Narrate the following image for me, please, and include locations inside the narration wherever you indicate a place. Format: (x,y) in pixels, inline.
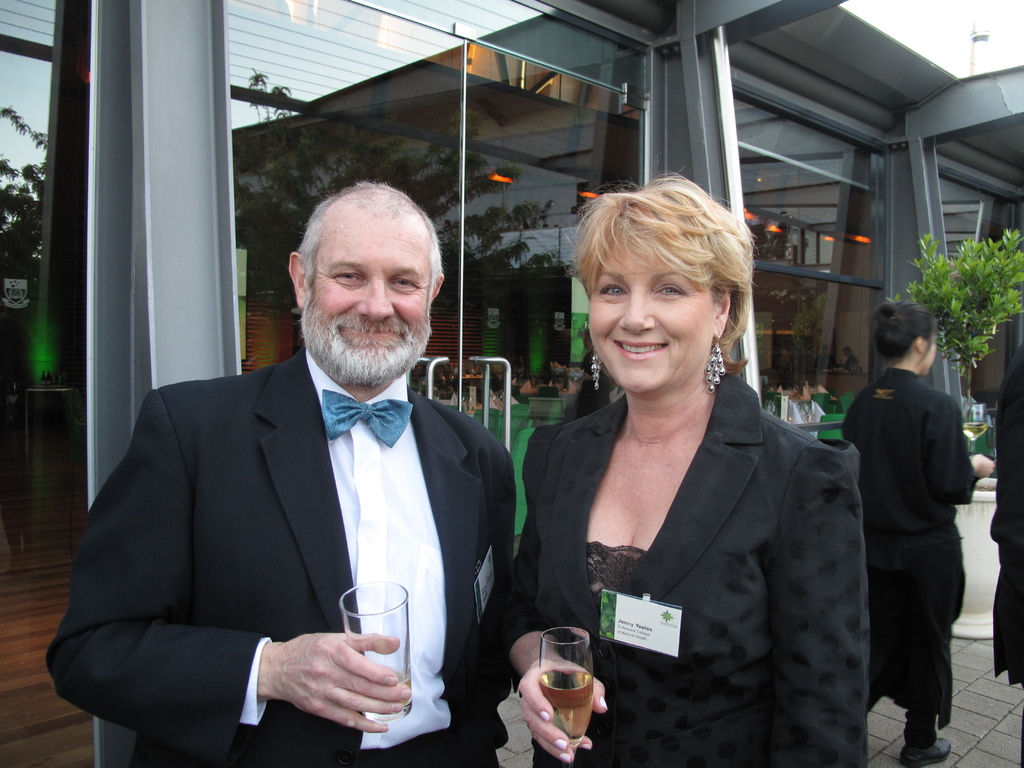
In the foreground of the picture (719,572) we can see a man (496,474) and a woman (611,673) holding glasses (567,637). On the left (64,141) we can see the glass windows (458,66), in the windows (346,136) we can see the reflection (411,138) of trees (340,165), light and sky (20,135). On the right (877,486) there are people (919,450), plant (973,316) and building (921,164).
